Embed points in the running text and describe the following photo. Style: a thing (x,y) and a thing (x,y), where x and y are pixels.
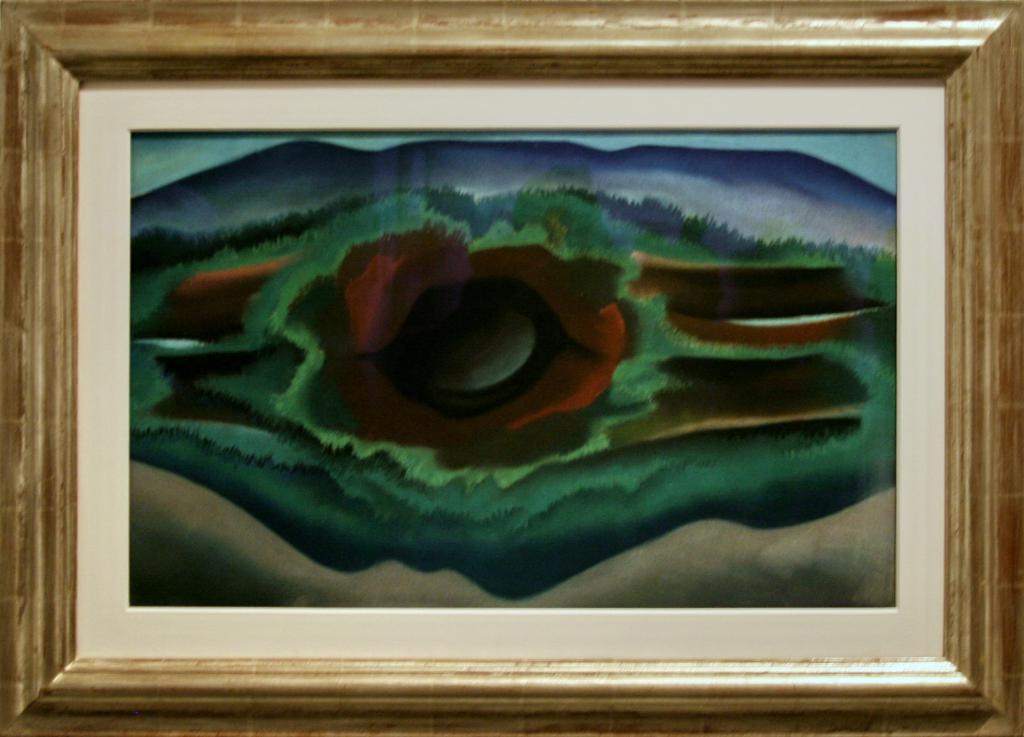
In this image I can see a colorful frame (621,14). I can see a blue, green, red, black and brown colors inside the frame (636,14).
